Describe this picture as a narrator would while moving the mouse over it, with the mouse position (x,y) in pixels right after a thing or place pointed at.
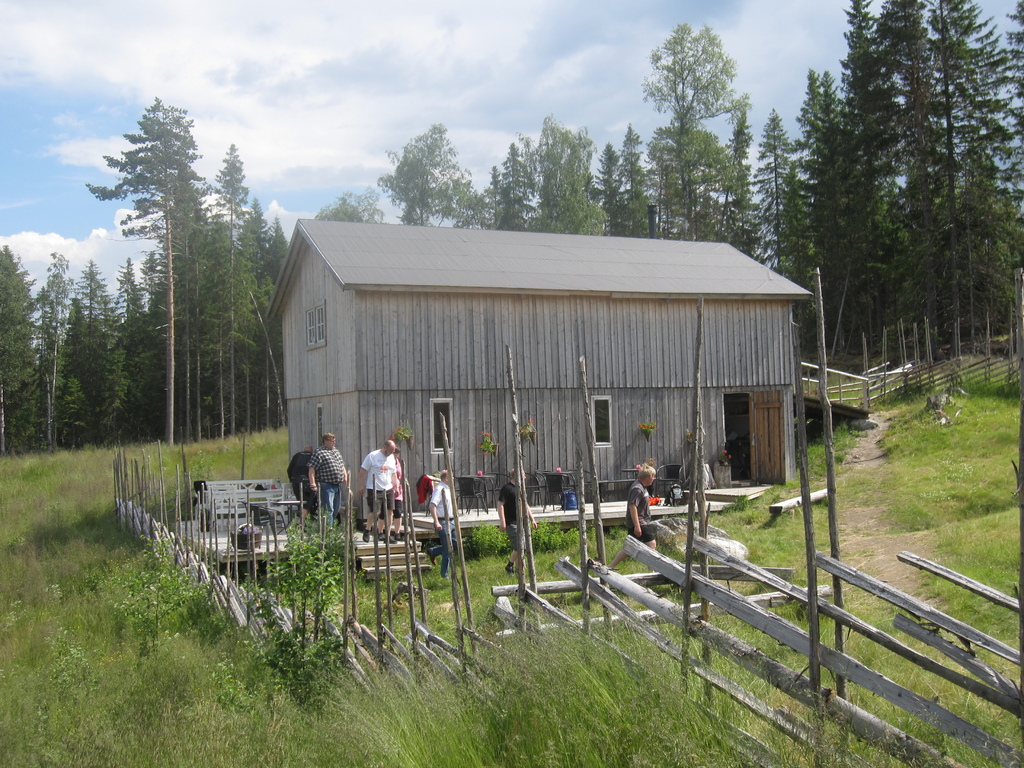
In this image we can see a building (435,364) with windows (607,444) and a door (735,407). Near to that there are chairs (478,489). Also there are steps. And there are few people (328,459). There is a fencing (457,597) with wooden sticks (451,561). On the ground (953,427) there are plants (643,638). In the background (979,243) there are trees (173,276). Also there is sky (213,84) with clouds (339,84).
